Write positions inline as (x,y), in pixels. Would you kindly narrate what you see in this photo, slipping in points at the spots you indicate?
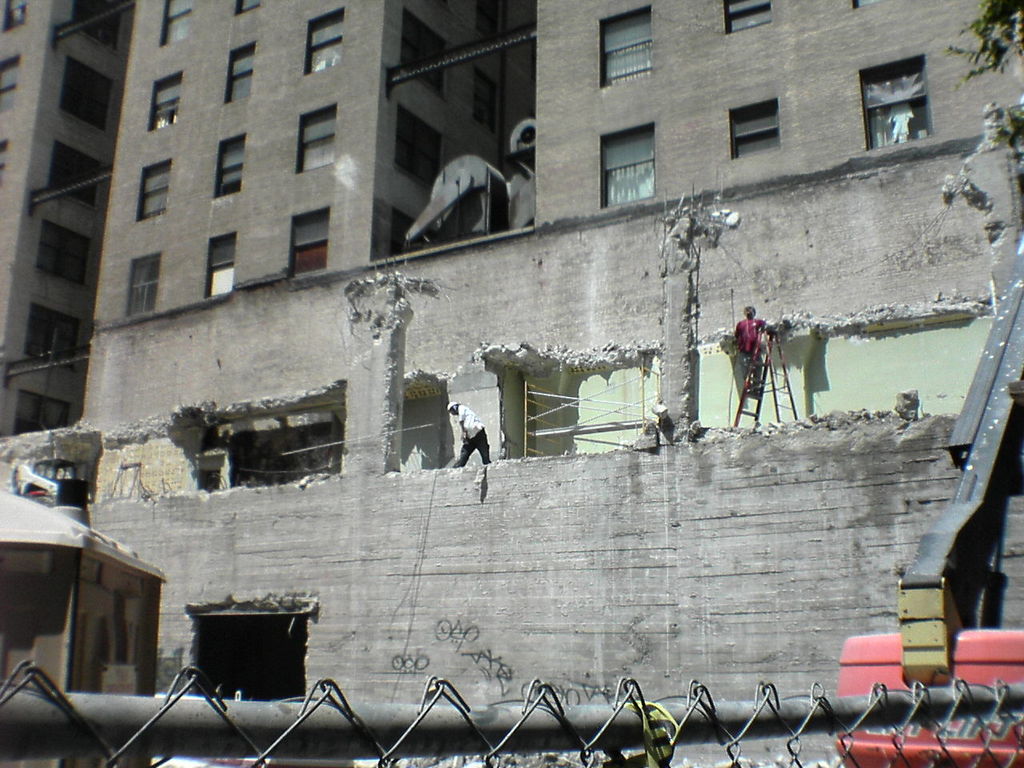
In the center of the image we can see persons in a building (370,448). At the bottom of the image (949,593) there is a vehicle (975,594), fencing (695,723). In the background (197,414) there is a building (224,207) under excavation.
